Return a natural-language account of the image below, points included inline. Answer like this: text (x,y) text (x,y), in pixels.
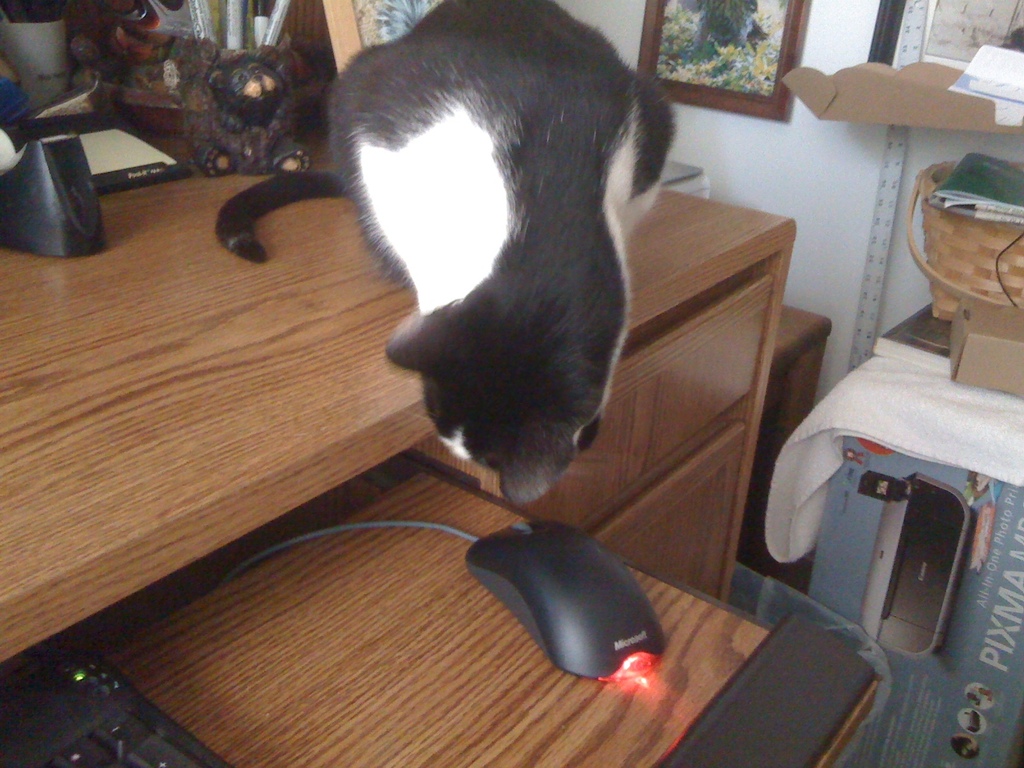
In this picture I can see a cat (499,186) on a wooden table (510,651). Here I can see a computer mouse (549,631) and some other objects (145,142) on a wooden table (76,300). On right side (983,630) I can see a box (987,630), a basket (979,273) and some other objects (996,182). In the background (758,60) I can see a photo (759,59) on a wall (860,241).
